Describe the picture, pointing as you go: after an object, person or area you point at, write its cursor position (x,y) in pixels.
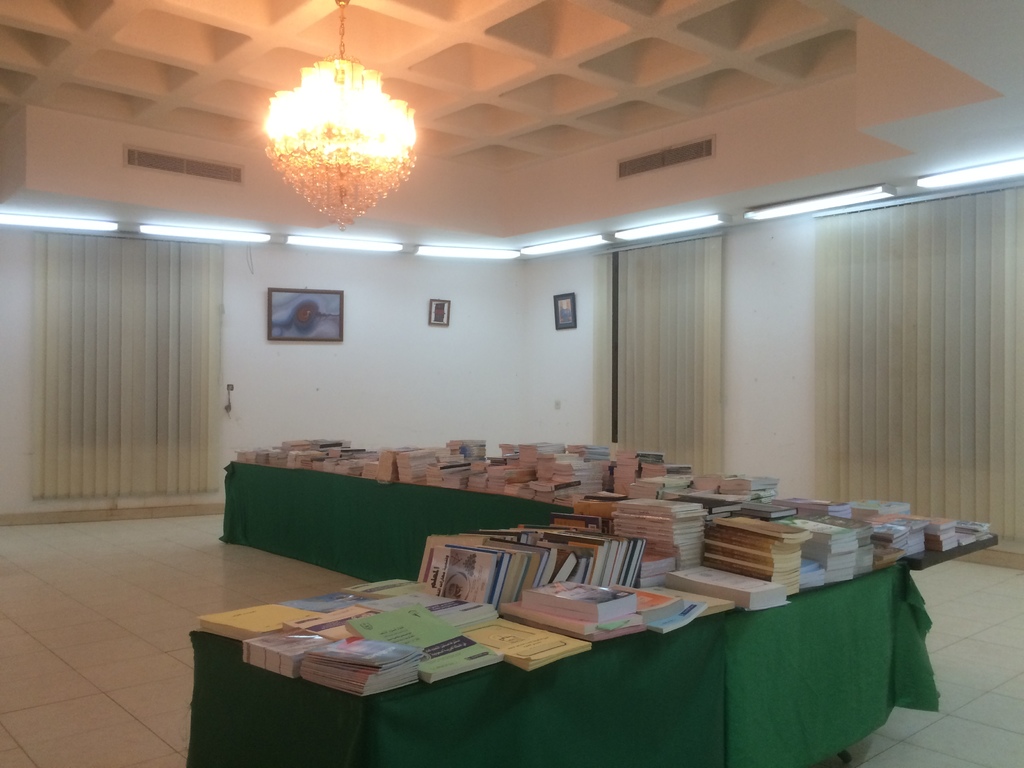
In this image there are books (706,521) placed on a table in a room (220,454), there are photo frames (429,325) on the wall (398,325) and curtains (832,334), at the top of the image (332,126) there is a chandelier (369,120) hanging from the ceiling (337,28).
